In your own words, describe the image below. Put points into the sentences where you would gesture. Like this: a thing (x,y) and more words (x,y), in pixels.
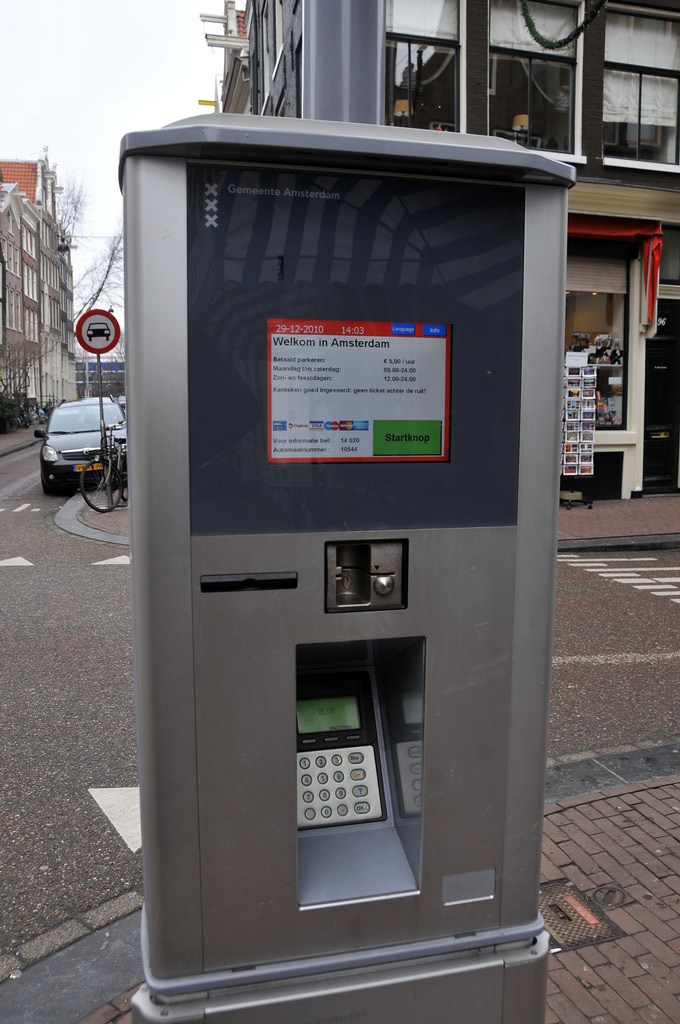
In this image we can see a machine (424,510). On the machine (353,586) we can see a sticker (411,417) with text (339,451). Behind the machine (371,467) we can see buildings (45,393), vehicles (113,442), trees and a signboard (89,325). At the top (120,313) we can see the sky (80,125).
